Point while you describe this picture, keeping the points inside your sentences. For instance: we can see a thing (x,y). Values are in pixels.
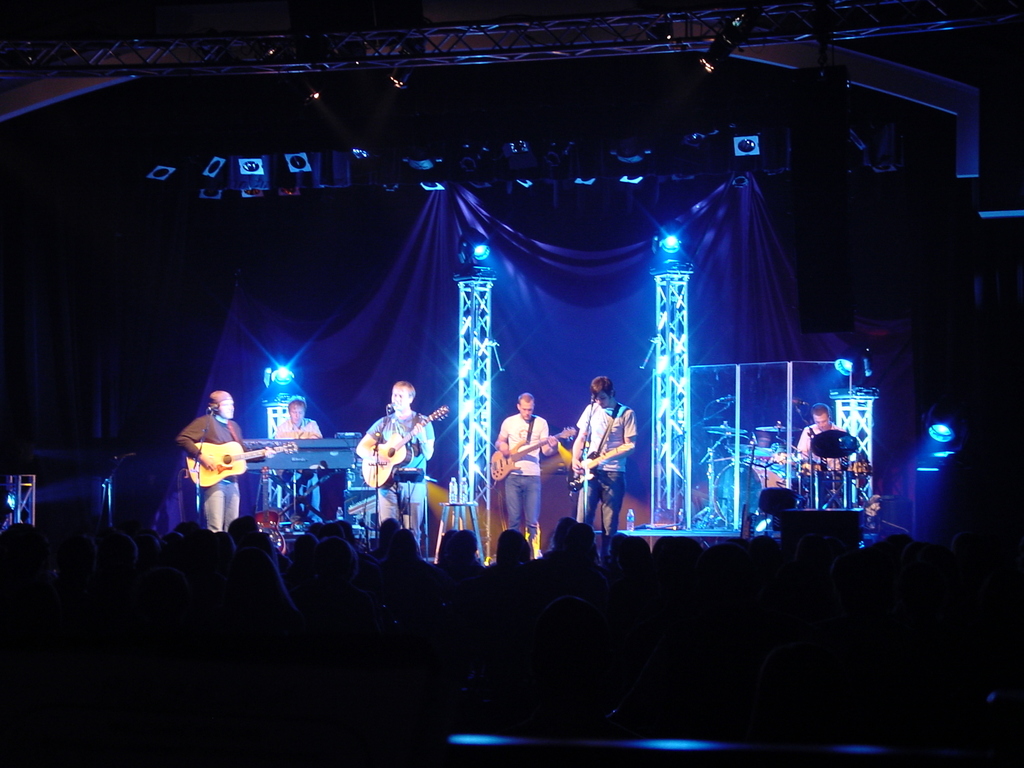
In this picture there are group of people (524,458) standing and playing guitars (504,476) and there is a person (802,450) sitting and playing drums (830,504) and there is a person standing and playing musical instrument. There are microphones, poles (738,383) and lights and speakers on the stage (469,501). In the foreground (640,589) there are group of people (513,704). At the top (279,65) there is a pole (589,44) and there are lights (720,44) on the pole (407,60).
